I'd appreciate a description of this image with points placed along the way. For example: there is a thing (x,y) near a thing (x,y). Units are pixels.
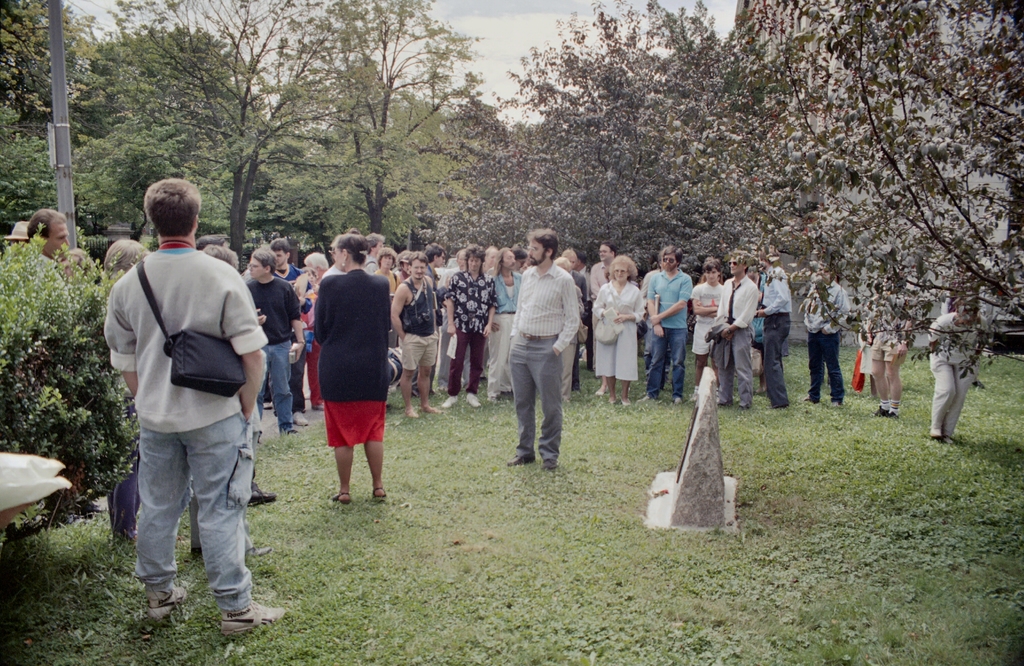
In the image we can see there are many people (413,301) standing, they are wearing clothes (368,332) and some of them are wearing shoes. There is a grass (289,497), plant (64,333), tree (190,152), pole (53,17) and a sky (488,35). This is a hip bag (192,352).
